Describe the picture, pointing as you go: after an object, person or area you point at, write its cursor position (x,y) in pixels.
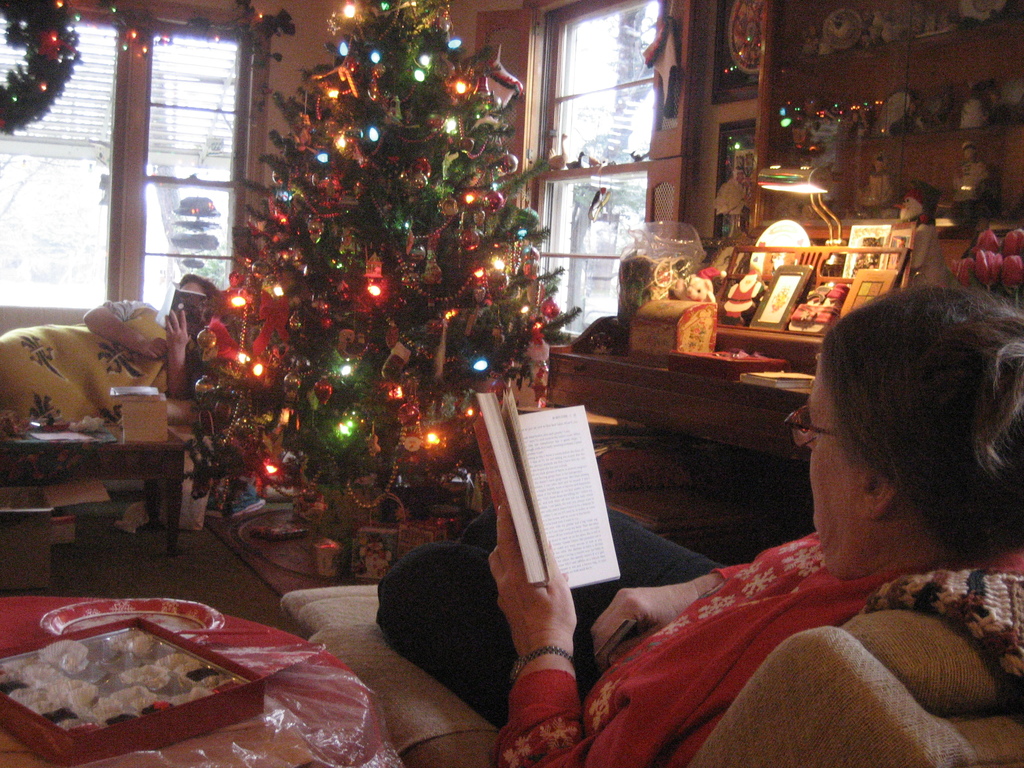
In this image we can see a lady (606,592) sitting on the sofa (912,618) and holding a book (537,516) in her hand (524,608). On the left (66,747) there is a table (27,662) and we can see a box (151,649) and a plate (160,620) placed on the table (248,703). In the center (376,453) there is an xmas tree (391,150) and we can see decors (453,83). In the background (597,349) we can see a lady (207,309) lying and there is a stand (726,398) we can see things (726,300) placed on the stand (692,391). There are windows (172,102).
